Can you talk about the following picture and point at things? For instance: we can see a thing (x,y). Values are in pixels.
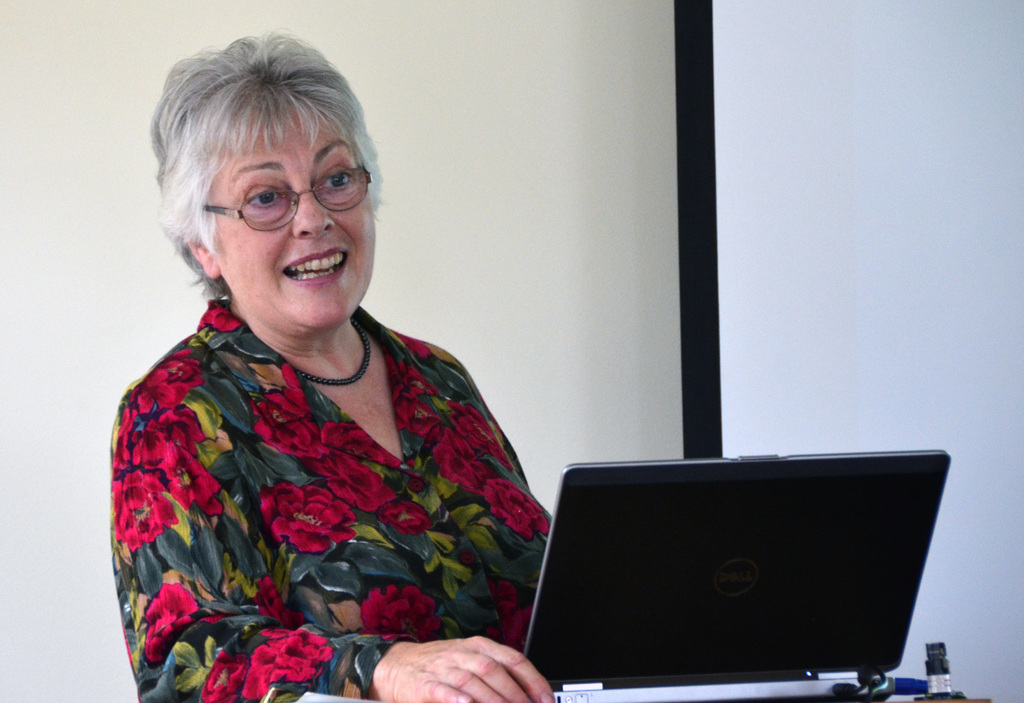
In this image I can see a woman (276,341) is smiling, she wore red color flowers cloth (310,521), spectacles (292,203). On the right side (870,463) there is a laptop (718,536) in black color.
